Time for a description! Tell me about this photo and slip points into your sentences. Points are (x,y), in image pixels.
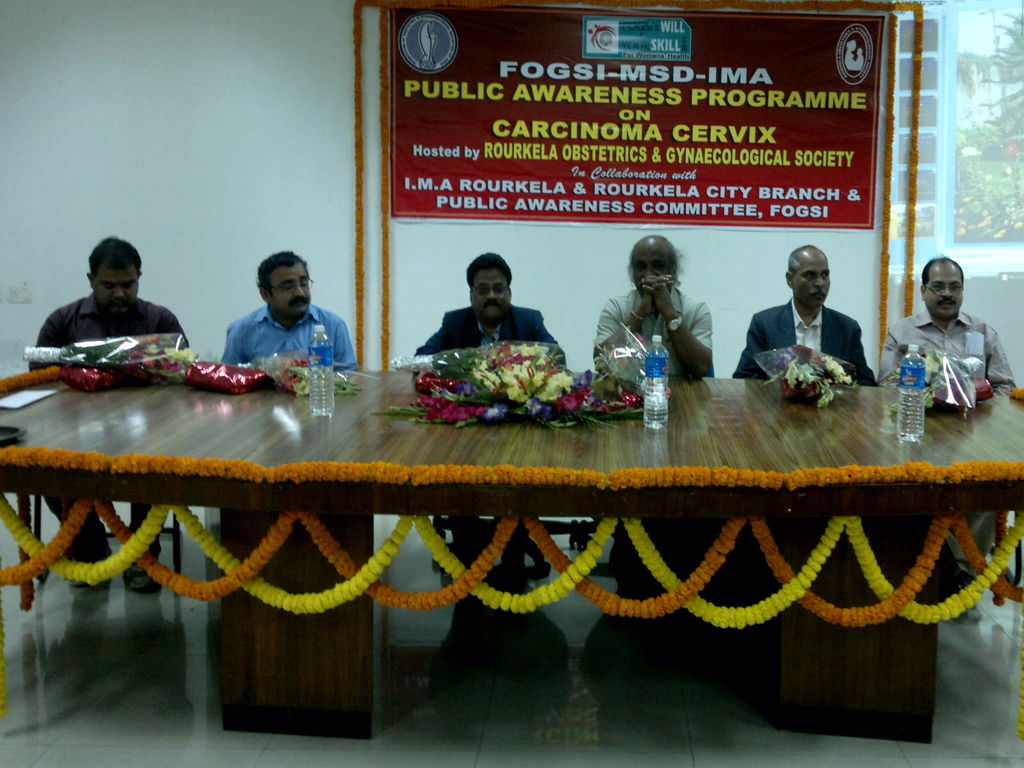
This image is clicked inside. There are six persons (789,311) sitting in this image, sitting in the chairs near the table (315,495). The table (668,415) is decorated with flowers (951,517). On the table (373,381) there are bottles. In the background (227,143), there is a wall (270,105) on which a banner (713,168) is fixed.
